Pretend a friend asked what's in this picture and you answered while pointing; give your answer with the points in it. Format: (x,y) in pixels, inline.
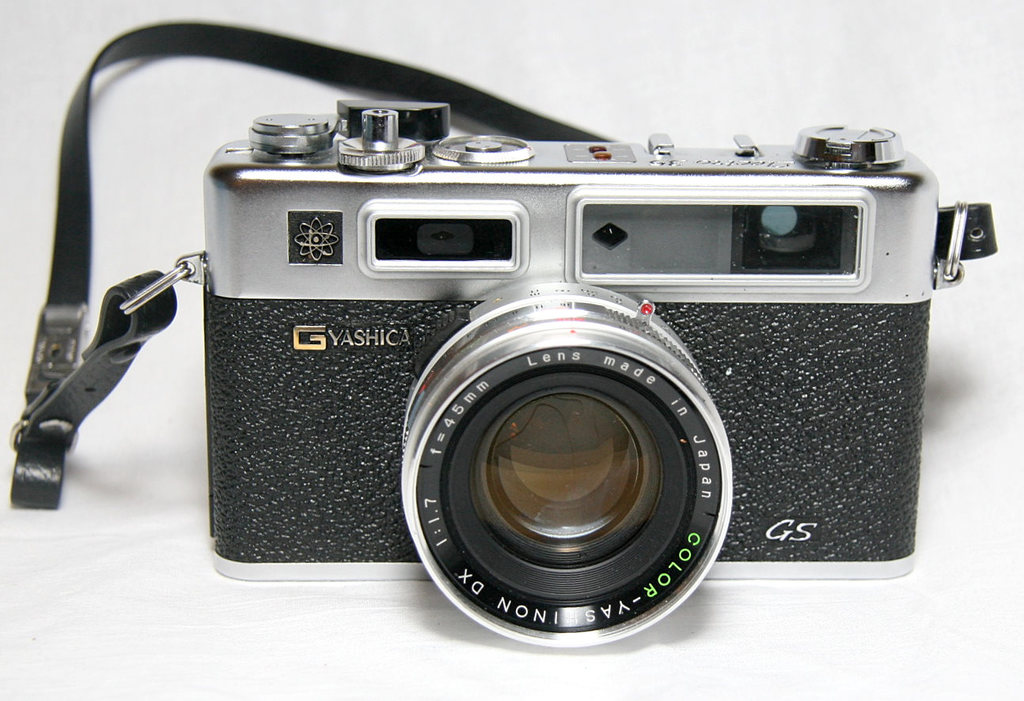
In the center of the image (439,466) we can see a camera (328,452) is present on the surface (834,603).
